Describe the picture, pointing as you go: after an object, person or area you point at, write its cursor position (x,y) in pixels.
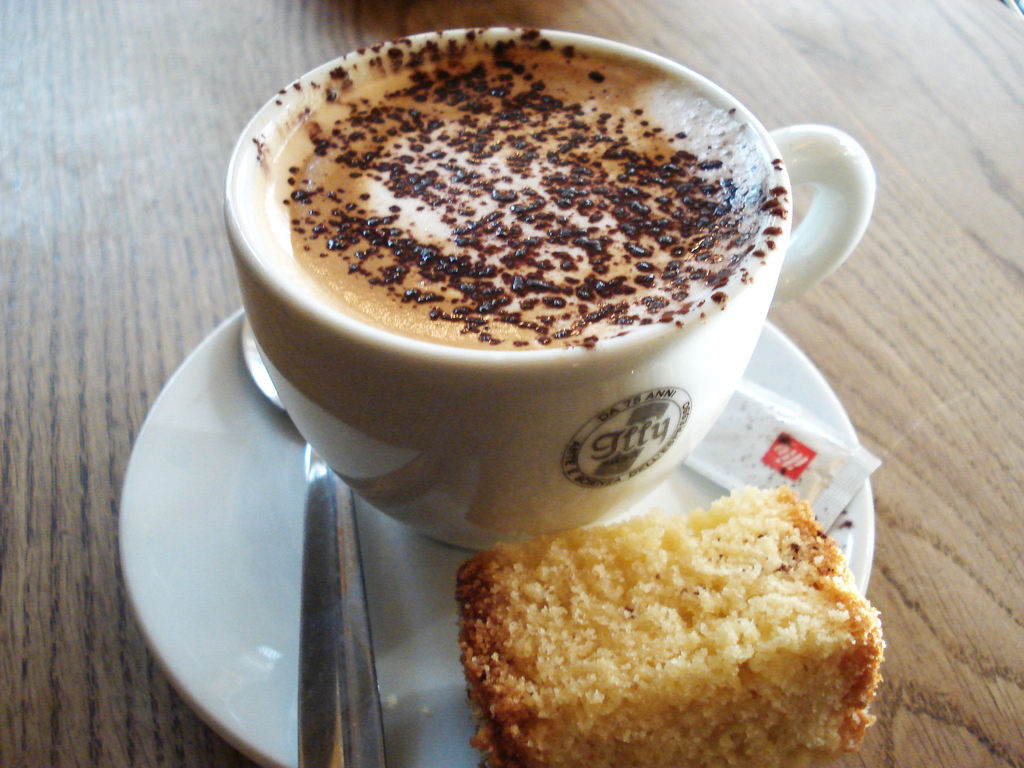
In this picture, we see a cup (507,376) containing the coffee (534,303), spoon (355,696), bread (725,697) and a sugar sachet (739,446) are placed on the white saucer (275,487). This saucer (298,551) is placed on the wooden table (954,424), which is brown in color.
